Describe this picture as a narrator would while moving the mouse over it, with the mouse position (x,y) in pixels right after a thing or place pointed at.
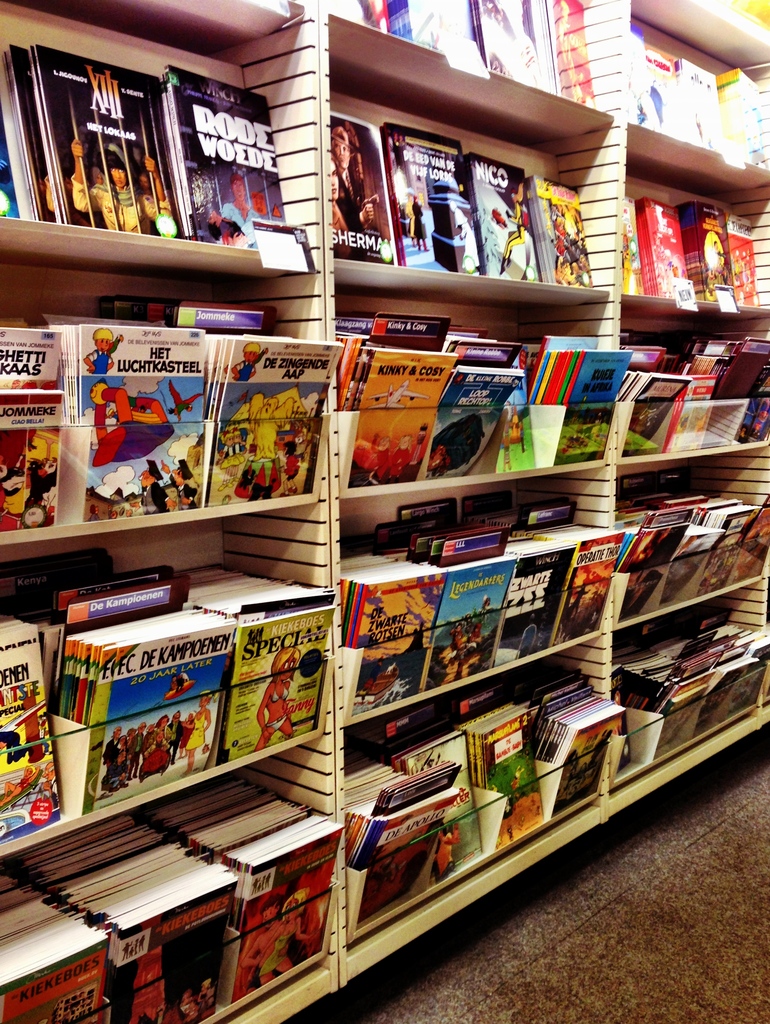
In the image there are cabinets (555,161) and there are plenty of books (202,493) kept in the each shelf (395,44) of those cabinets (213,277).
